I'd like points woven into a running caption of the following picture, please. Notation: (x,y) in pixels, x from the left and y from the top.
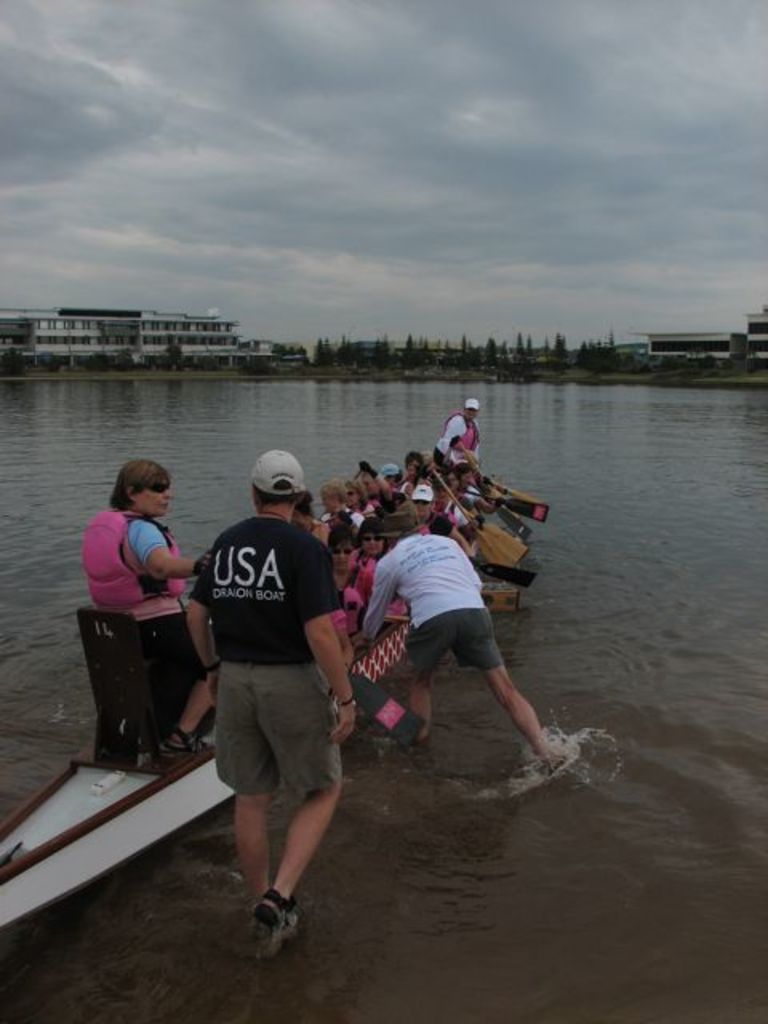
There are people (392,498) on a boat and these two people (507,707) in motion and we can see water (370,783) and paddles (494,553). In the background (633,361) we can see trees (323,346), buildings (759,360) and sky (443,224).
